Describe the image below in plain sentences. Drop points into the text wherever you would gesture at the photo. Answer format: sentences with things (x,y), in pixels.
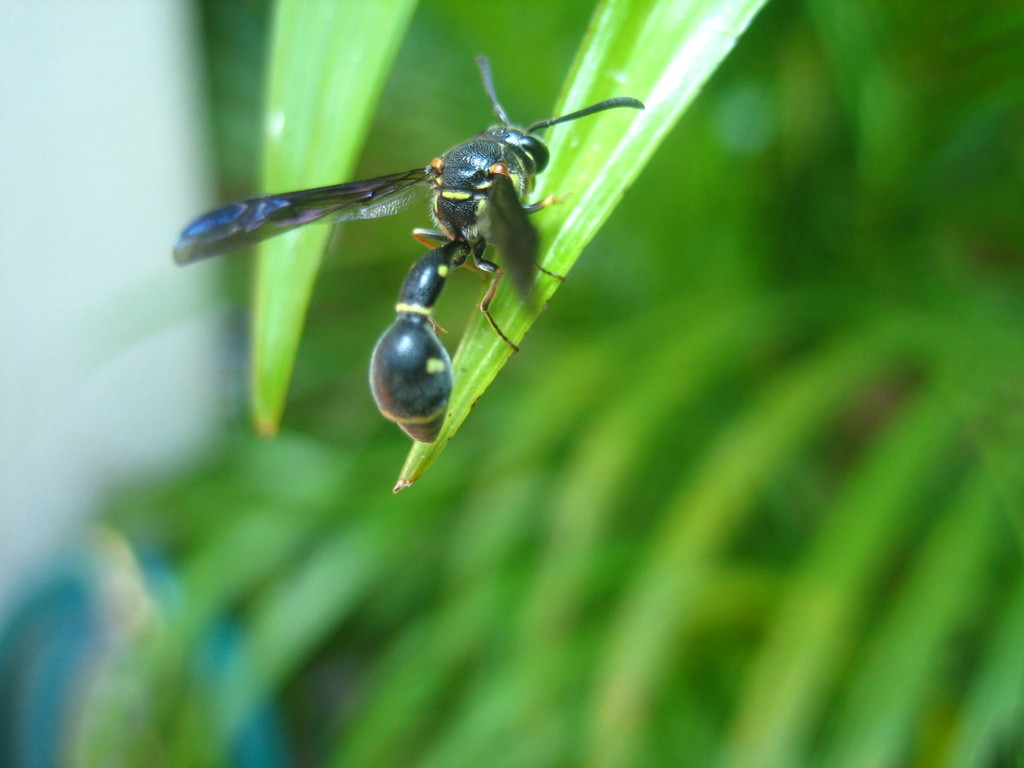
This is a zoomed in picture. In the center (429,432) there is a wasp (463,214) on a leaf (628,128) of a plant (579,237). In the background (282,572) we can see the leaves (723,274) and the background of the image (698,525) is blurry.
